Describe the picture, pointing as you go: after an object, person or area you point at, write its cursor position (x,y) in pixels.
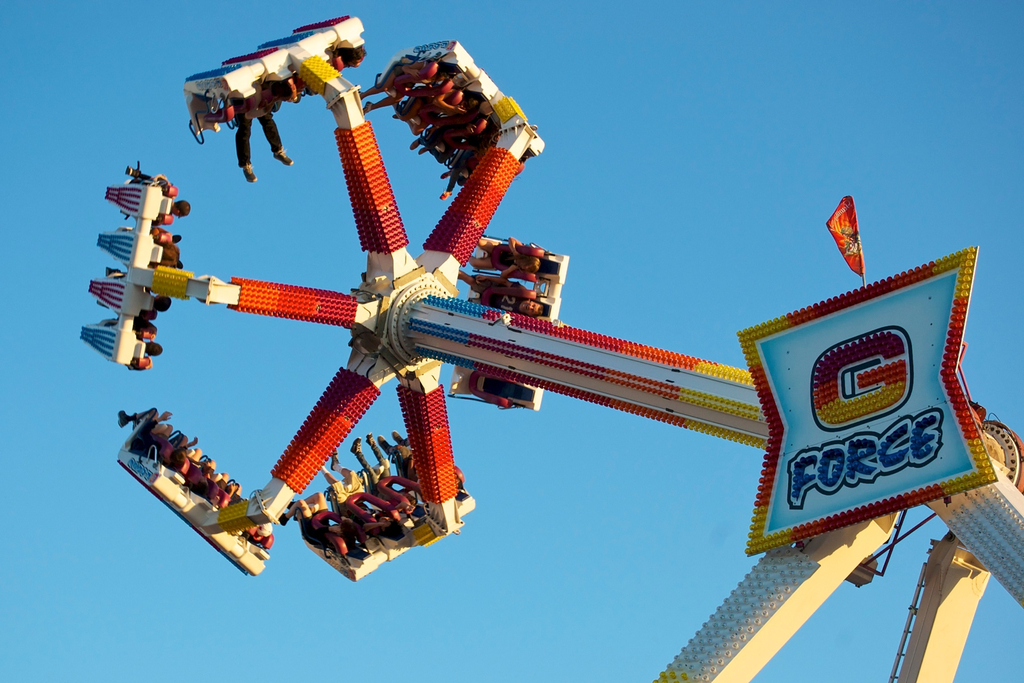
In the image in the center (516,353) we can see one amusement ride (591,376), banner (769,529), flag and few people (452,120) were sitting on it. In the background (314,130) we can see sky (293,142).
